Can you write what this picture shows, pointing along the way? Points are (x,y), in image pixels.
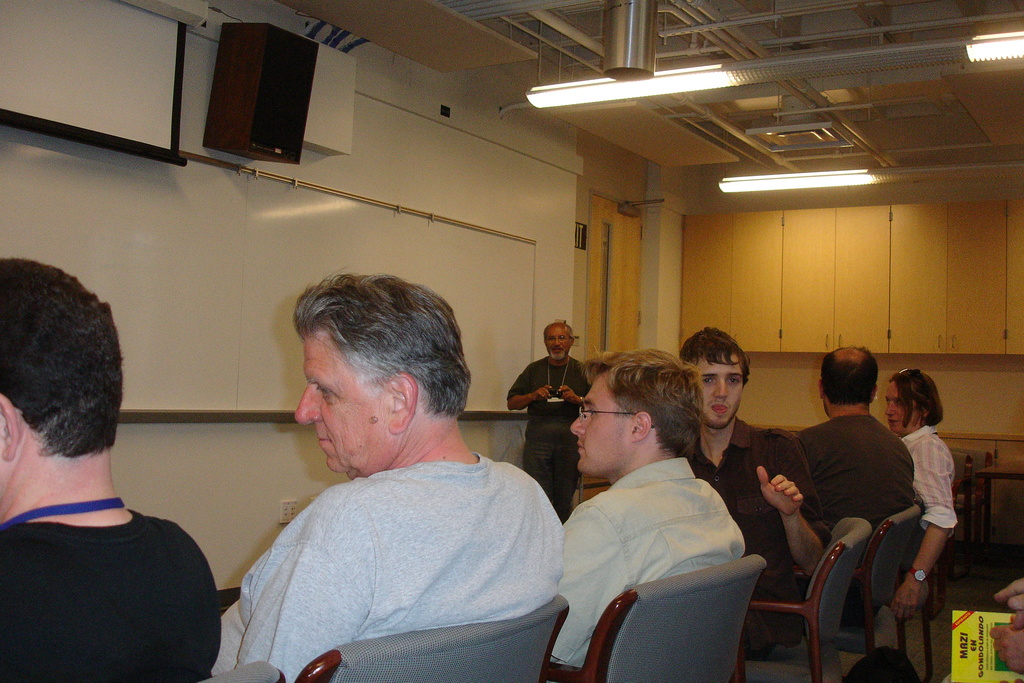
In this image there are six persons (707,552) sitting in the chairs (498,649). In front of them there is a person (561,406) standing. At the top (639,92) there are lights (715,84). In front of them there is a whiteboard (207,273). At the top (293,103) there are speakers (223,88) and a projector (122,98). On the right side (1002,644) bottom there is a person (1021,640) who is holding the book (999,663).
